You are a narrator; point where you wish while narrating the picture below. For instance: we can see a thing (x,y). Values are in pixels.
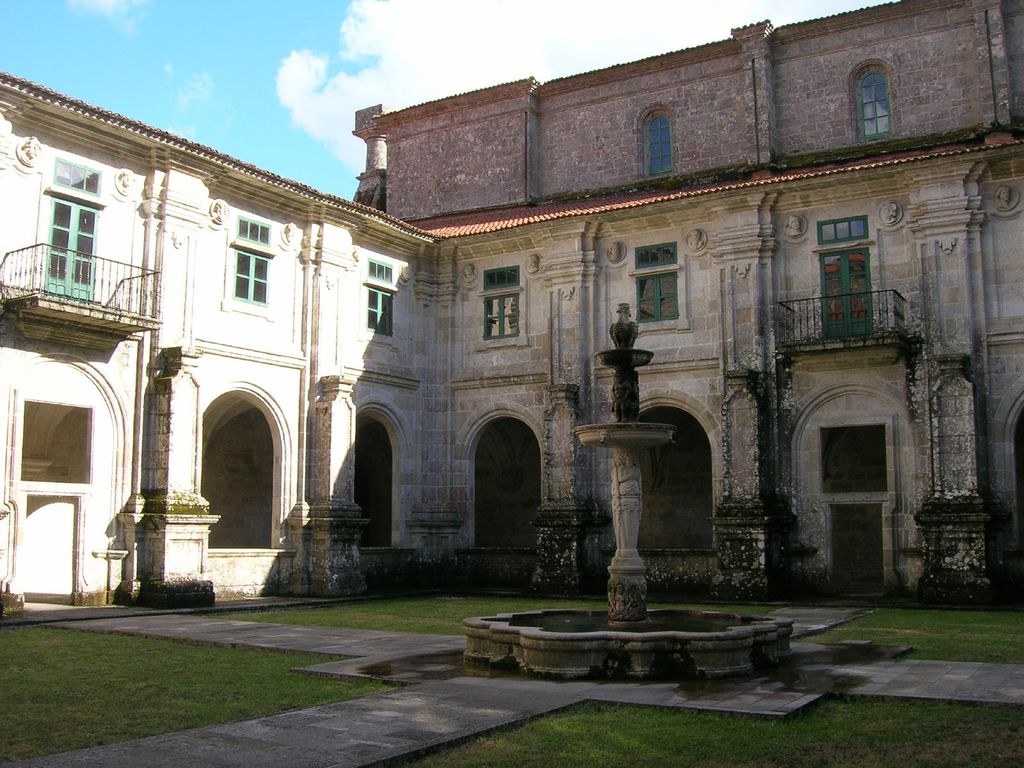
In this picture we can see a water fountain (659,676) in the middle of a place (613,688) surrounded by a 4 way path (282,625) and grass (215,659). In the background (171,584), we see a building (549,572) made of stone walls (946,299), balcony windows (73,222) and pillars (195,444). The sky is blue.
